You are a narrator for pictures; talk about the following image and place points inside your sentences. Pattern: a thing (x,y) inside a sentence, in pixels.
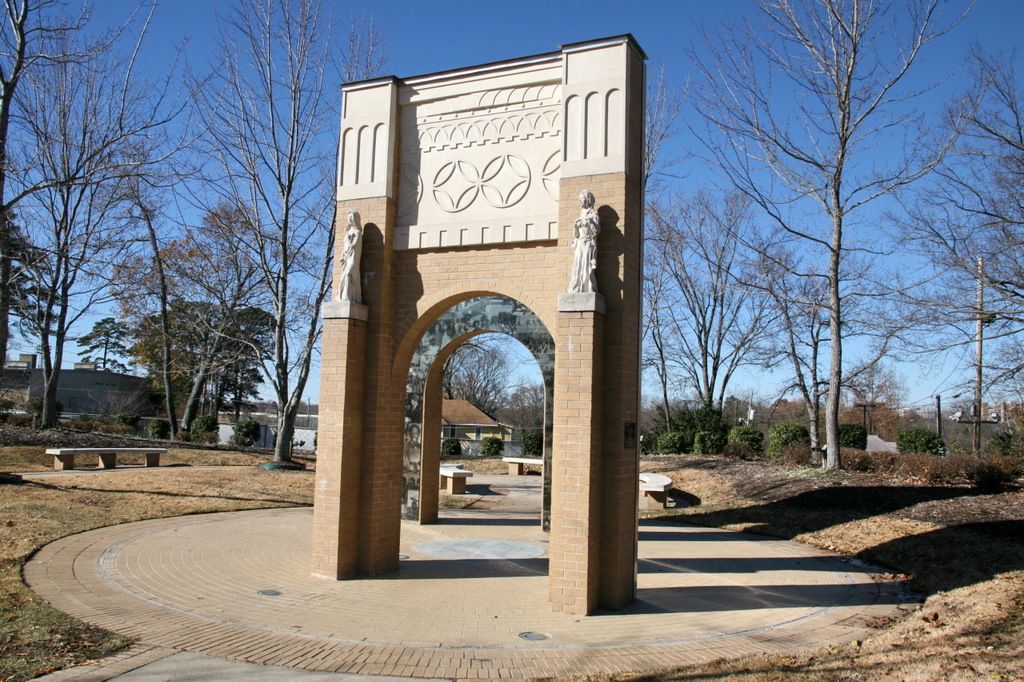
In this picture I can see many trees (45,353), plants (1012,448) and grass (3,449). In the background (870,448) I can see the buildings (83,369). In the center (565,294) there is an arch (353,357). At the top (530,18) I see the sky (562,18). Behind that I can see the concrete benches (667,484).
